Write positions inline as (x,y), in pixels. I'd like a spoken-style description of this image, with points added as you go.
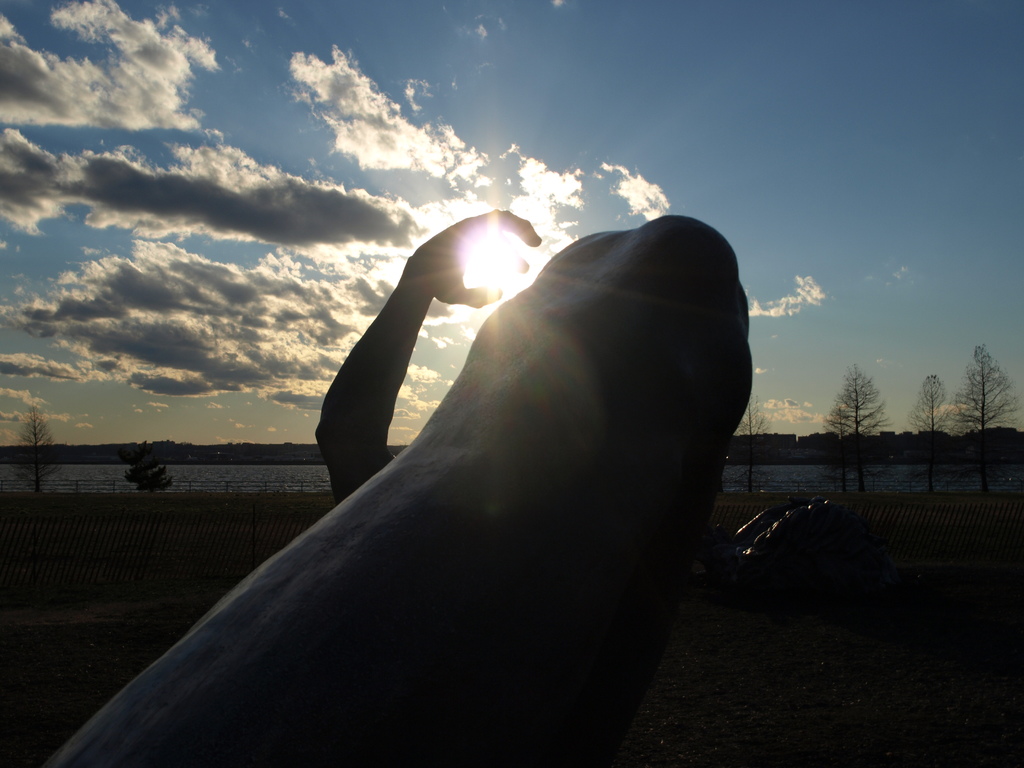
In this image we can see person's hand (456,268) who is behind the object (438,443) and in the background of the image (94,518) there is fencing (837,489), water (837,489), there are some trees (169,481) and sunny sky (278,232).
